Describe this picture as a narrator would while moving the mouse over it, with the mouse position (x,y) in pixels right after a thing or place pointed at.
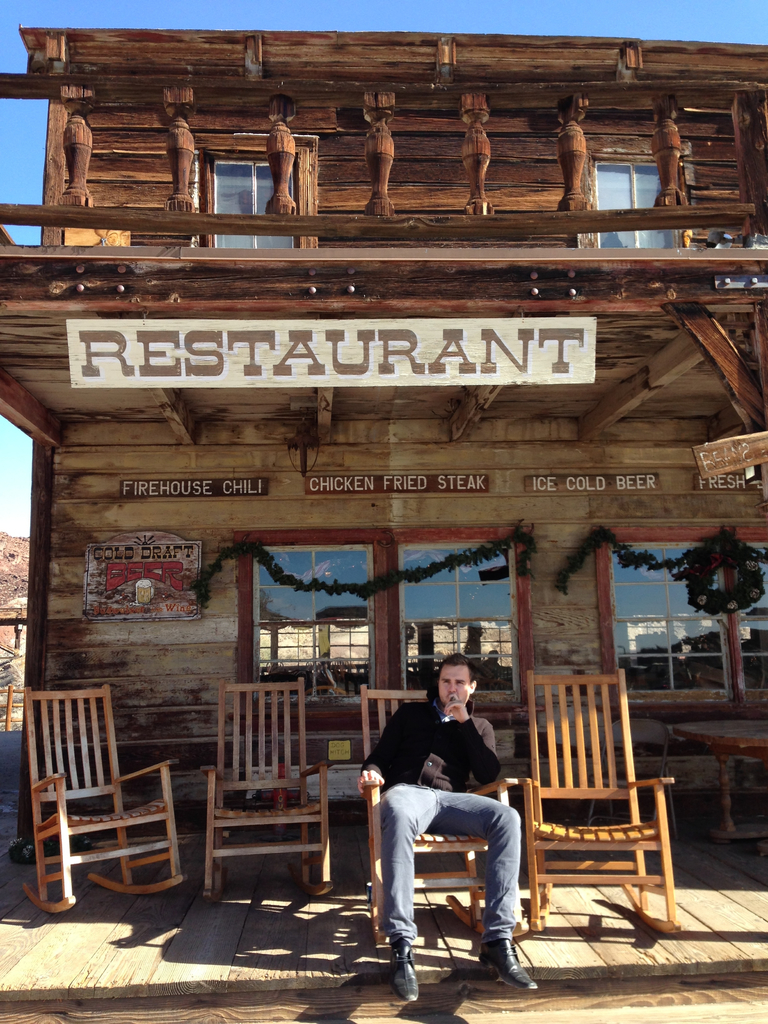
In the middle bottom of the image (428,742), there is a person (360,776) sitting on the chair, wearing full sleeve black color shirt (400,758) and grey color jeans (408,851), in front of the restaurant (450,378) made up of wood (524,394). In the top (33,22), there is a sky (757,3) blue in color. In the middle (441,539) background (500,585), a window (353,661) is visible. In the left bottom (2,724), mountains (1,664) are visible. It looks as if the image is taken during day time.
